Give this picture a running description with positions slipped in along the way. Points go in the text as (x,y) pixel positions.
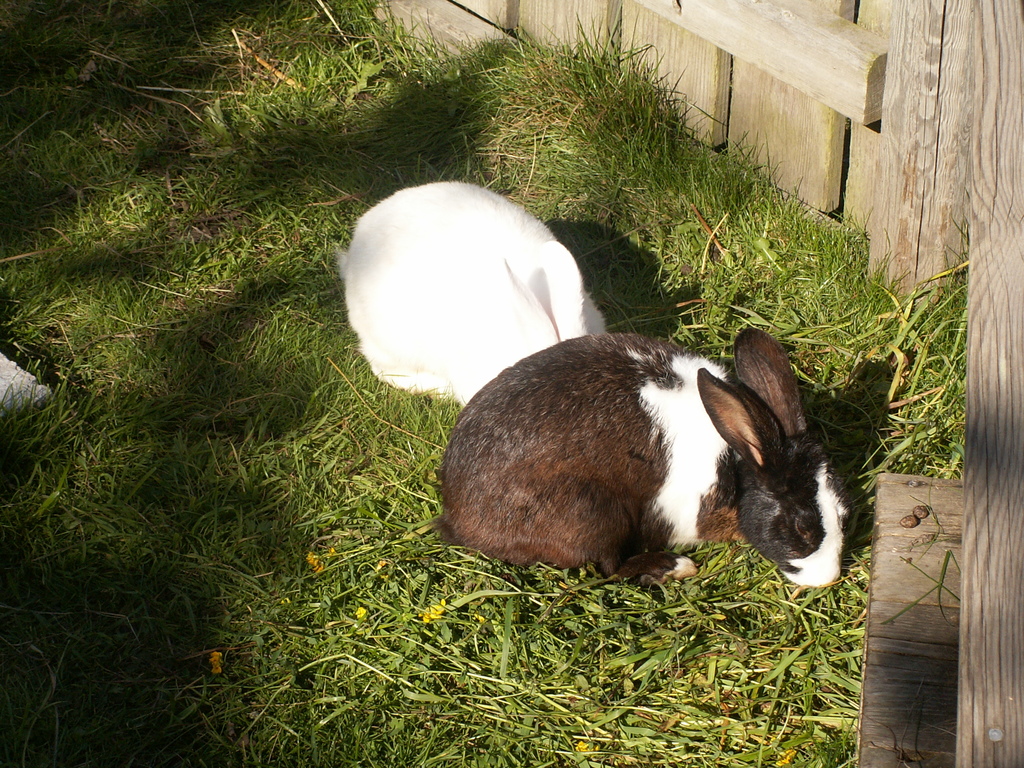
In this image there are two rabbits (483,397) on the surface (448,580) of the grass (437,642) and there is a wooden fence (886,47).
